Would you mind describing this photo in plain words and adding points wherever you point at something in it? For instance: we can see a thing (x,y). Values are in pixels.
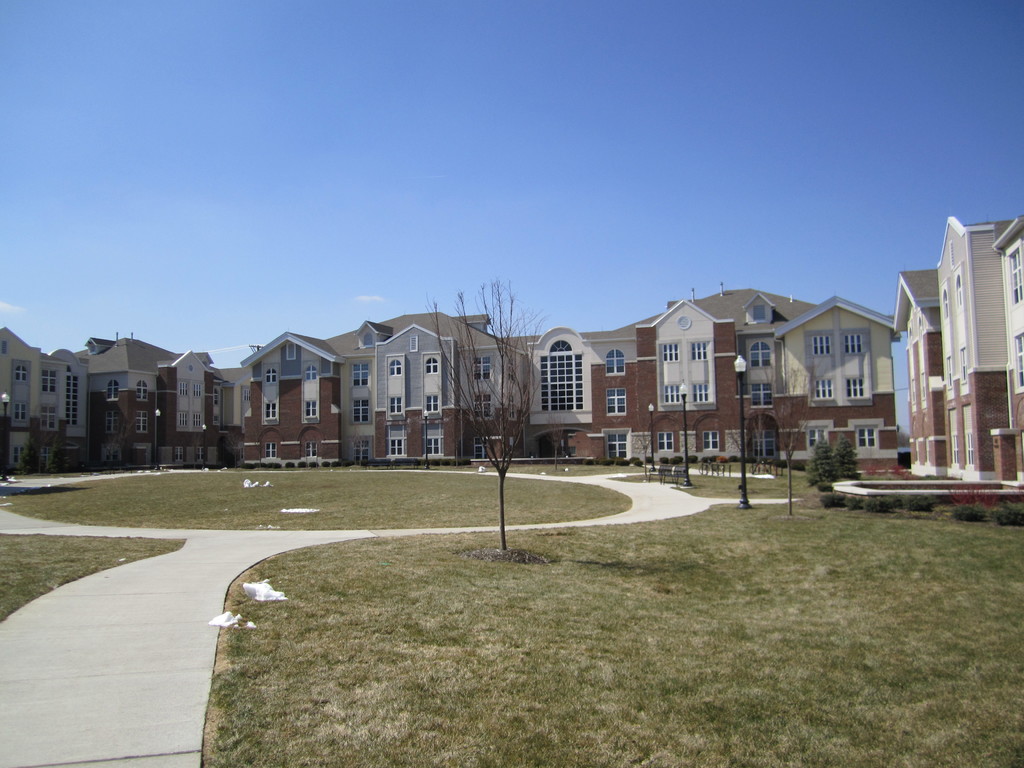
In this image, we can see buildings (232,430), trees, poles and at the bottom (526,652), there is ground (679,626). At the top (420,160), there is sky (464,151).
